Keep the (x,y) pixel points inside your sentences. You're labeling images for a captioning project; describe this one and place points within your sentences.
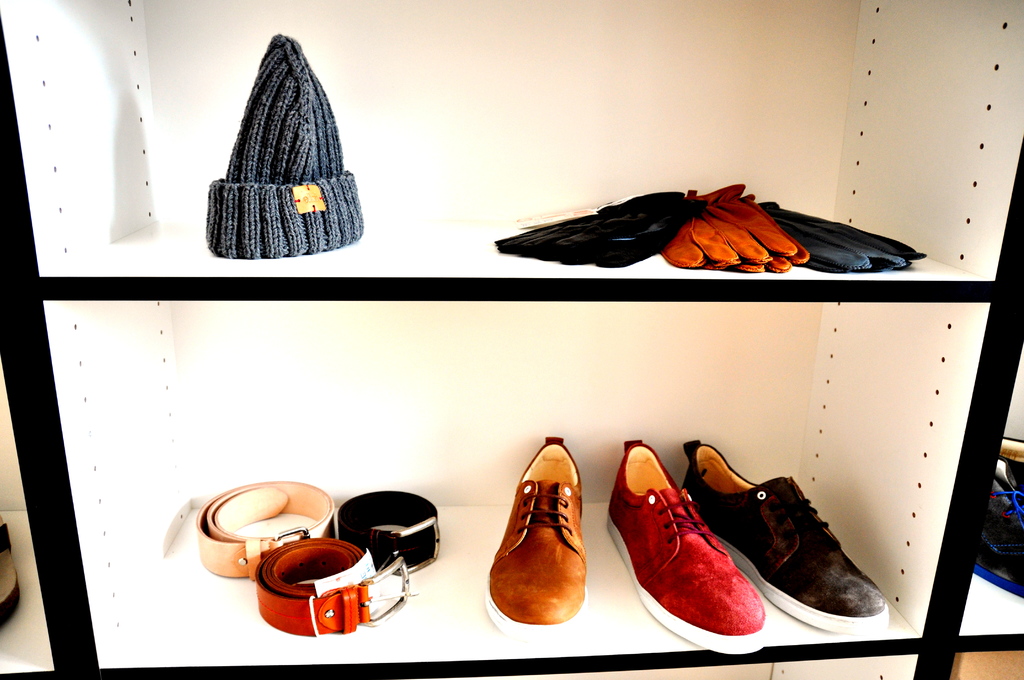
This image consists of a rack (865,674) in which there are shoes (760,534), belts (259,510), gloves (520,249), and a cap (268,234). The rack (451,650) is in white and black color.
